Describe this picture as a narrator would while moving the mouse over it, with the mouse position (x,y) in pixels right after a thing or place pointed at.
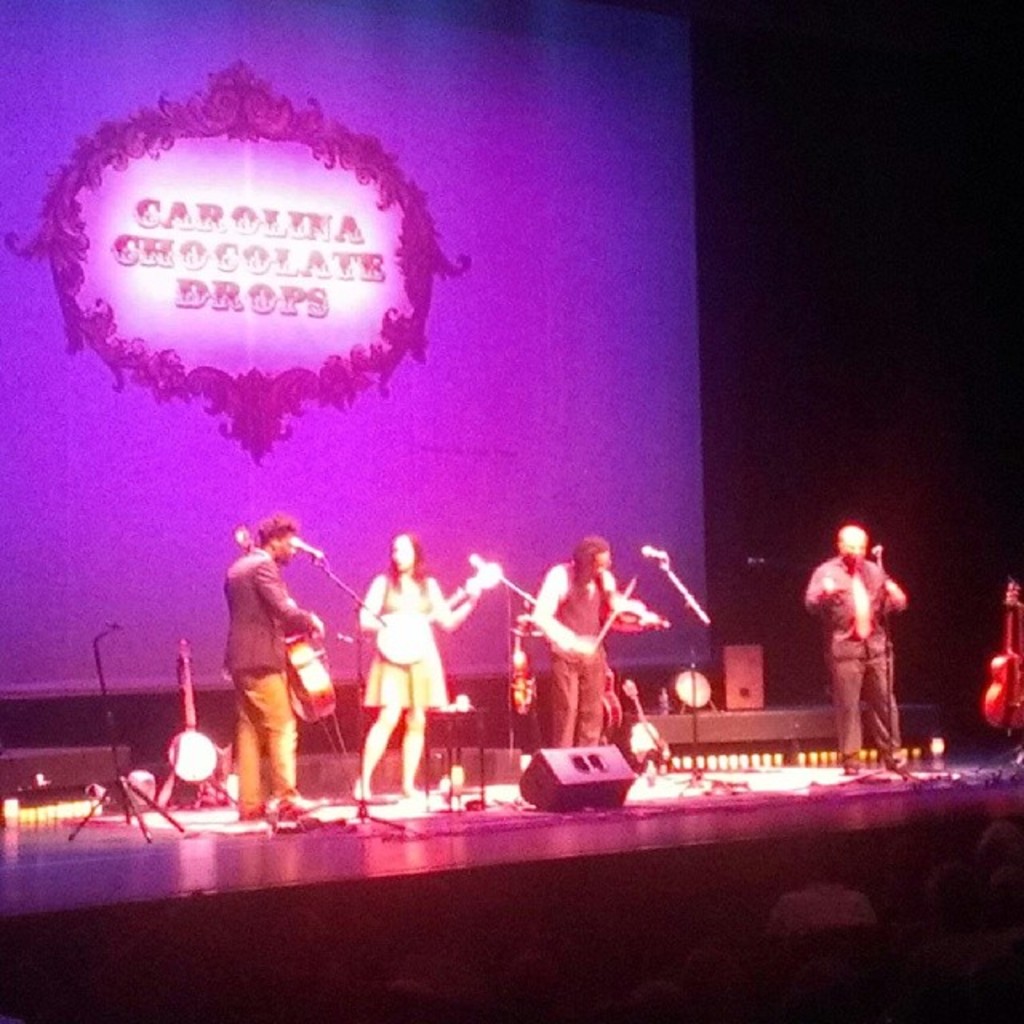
In the image we can see there people (568,664) who are standing and some holding instruments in their hand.
